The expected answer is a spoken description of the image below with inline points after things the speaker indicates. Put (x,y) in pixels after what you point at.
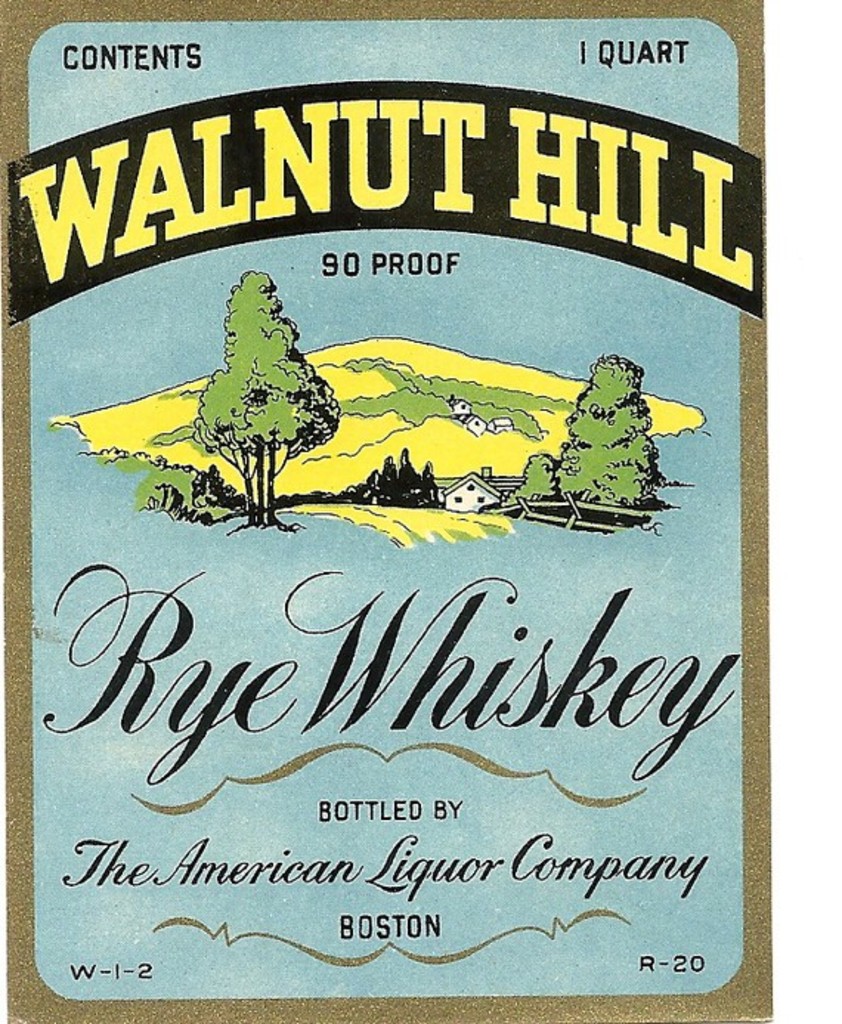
In this image I see a poster (447,245) on which there is something written and I see the depiction of trees (236,404) and a house (477,477) over here.
